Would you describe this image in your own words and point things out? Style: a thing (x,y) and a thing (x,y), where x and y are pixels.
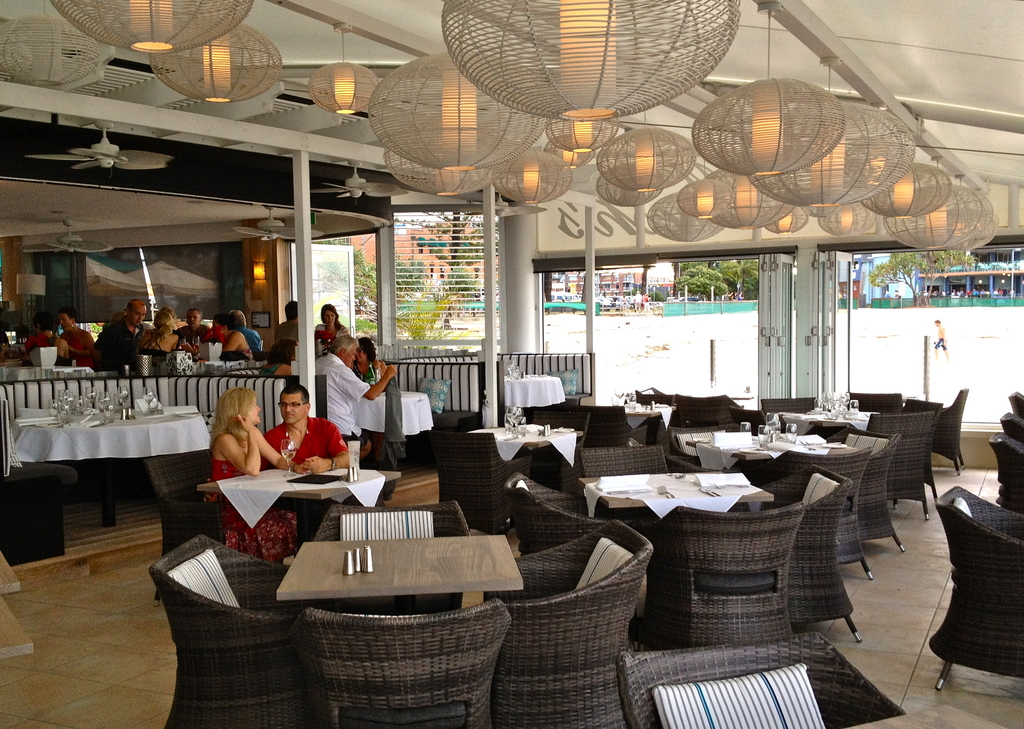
This is a lounge (62,621) where we can see the tables (407,410) and the chairs (388,506) and on the table (408,424) we can see some glasses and some jars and also we can see some beautiful lamps (510,126) to the roof (927,153) and also group of people (277,529) sitting on the chairs (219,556).
